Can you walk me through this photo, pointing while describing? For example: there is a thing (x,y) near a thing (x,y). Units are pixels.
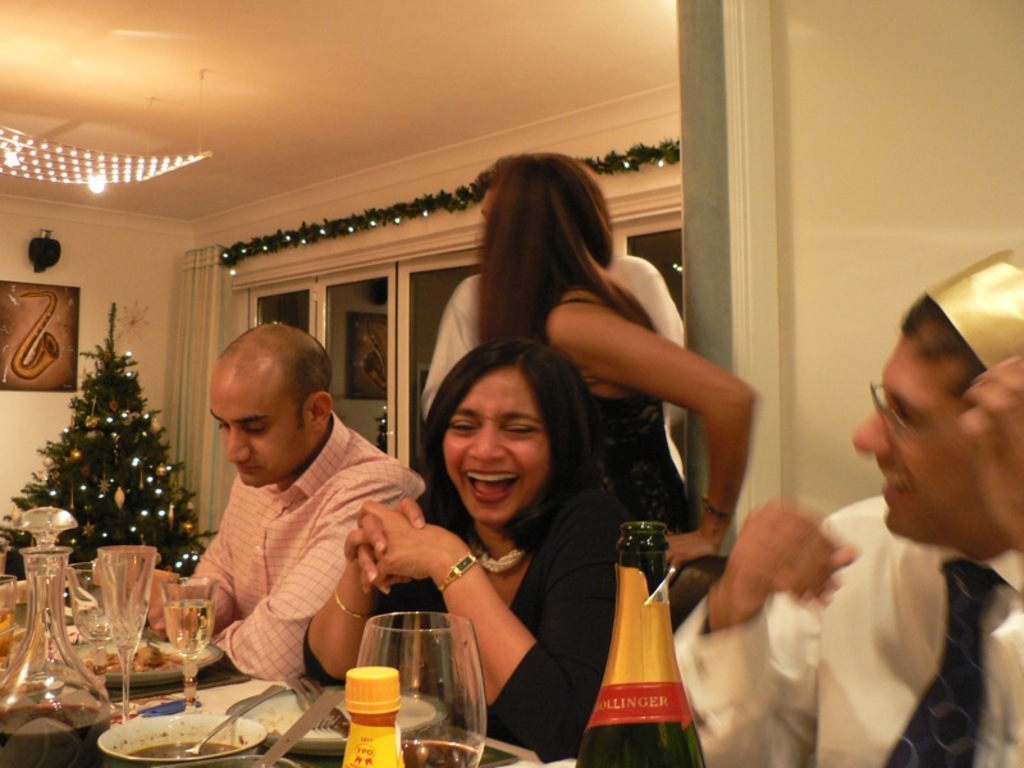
Here we can see a group of people (607,266) are sitting on the chair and smiling, and in front (125,636) here is the table (205,645) and glasses (110,637) and some objects (179,736) on it, and here is the Xmas tree (135,514), and here is the door (350,301), and here is the wall (70,274) and photo frame (44,302) on it, and at above here are the lights (8,151).
